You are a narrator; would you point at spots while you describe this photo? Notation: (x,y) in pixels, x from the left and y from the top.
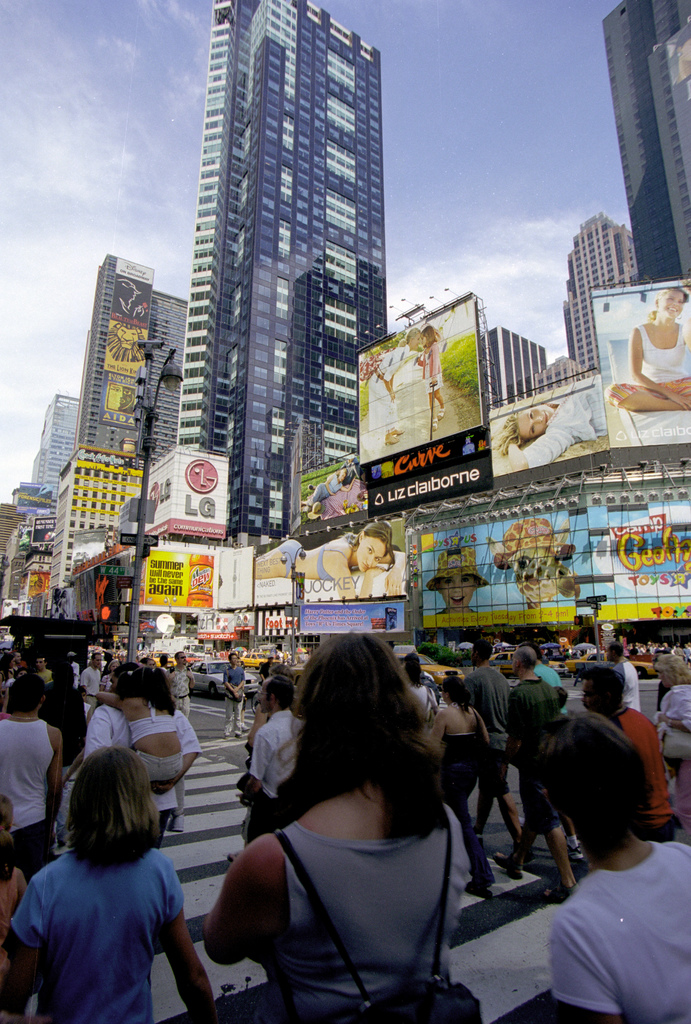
In this picture there are people (690,976) and we can see poles (139,622), lights (302,553), boards (103,574) and vehicles (203,686) on the road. In the background of the image (90,507) we can see buildings (359,425), hoardings (659,523) and sky (492,64).
